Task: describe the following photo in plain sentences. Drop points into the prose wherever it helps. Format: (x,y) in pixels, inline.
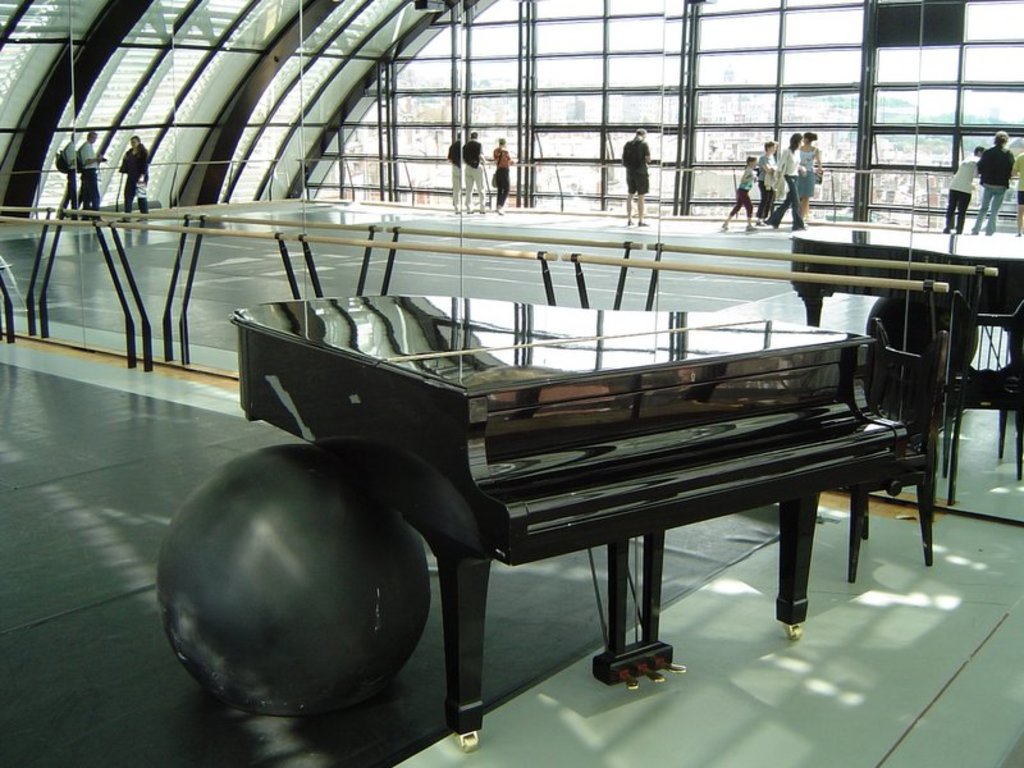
This picture is of inside. In the foreground (684,355) there is a piano table (632,482), a ball (372,537) and a chair (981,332). In the background (1011,165) we can see group of people (643,166) standing and through the window (684,62) we can see the outside view of the city (724,102) which include buildings (547,111) and the sky (979,19).
